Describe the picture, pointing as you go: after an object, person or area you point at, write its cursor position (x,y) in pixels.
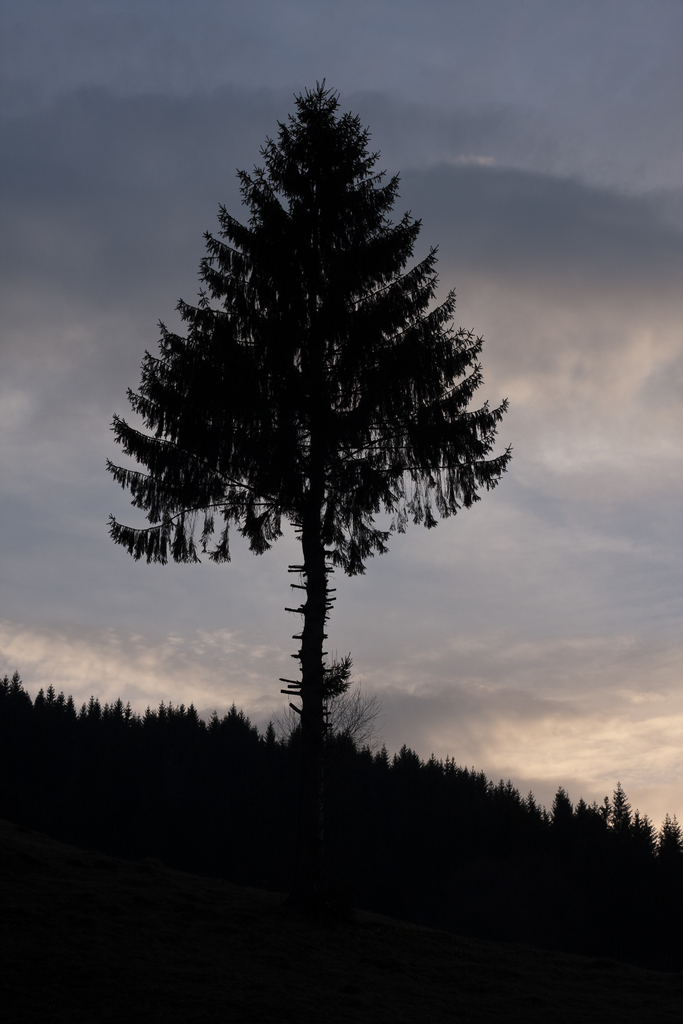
It looks like an evening. In the middle (401,374) there is a tree (383,450), at the top (530,111) it is the cloudy sky (546,133).
